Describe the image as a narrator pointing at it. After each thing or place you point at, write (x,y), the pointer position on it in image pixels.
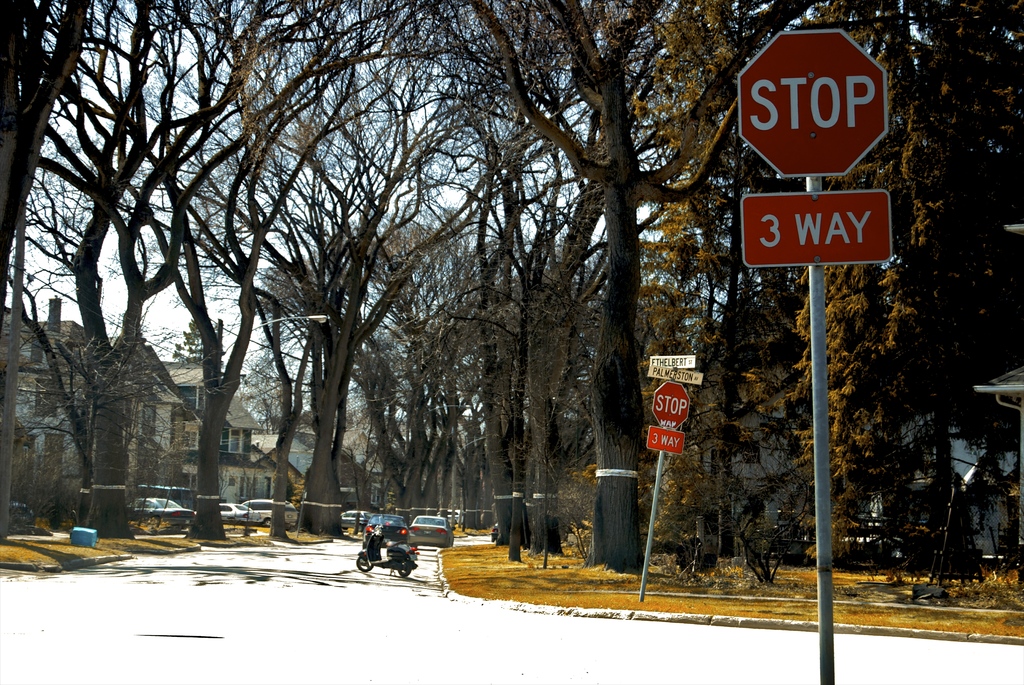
On the right side (825,383) there is a pole (816,289) with sign boards (808,160). There is a road (313,575). On the road (311,557) there are vehicles (389,518). On the sides of the road (167,562) there are many trees (354,368). Also there is a pole (661,454) with sign boards (662,399). In the back (228,423) there are many buildings (241,453). Also there are grasses (504,555) on the sides of the road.
